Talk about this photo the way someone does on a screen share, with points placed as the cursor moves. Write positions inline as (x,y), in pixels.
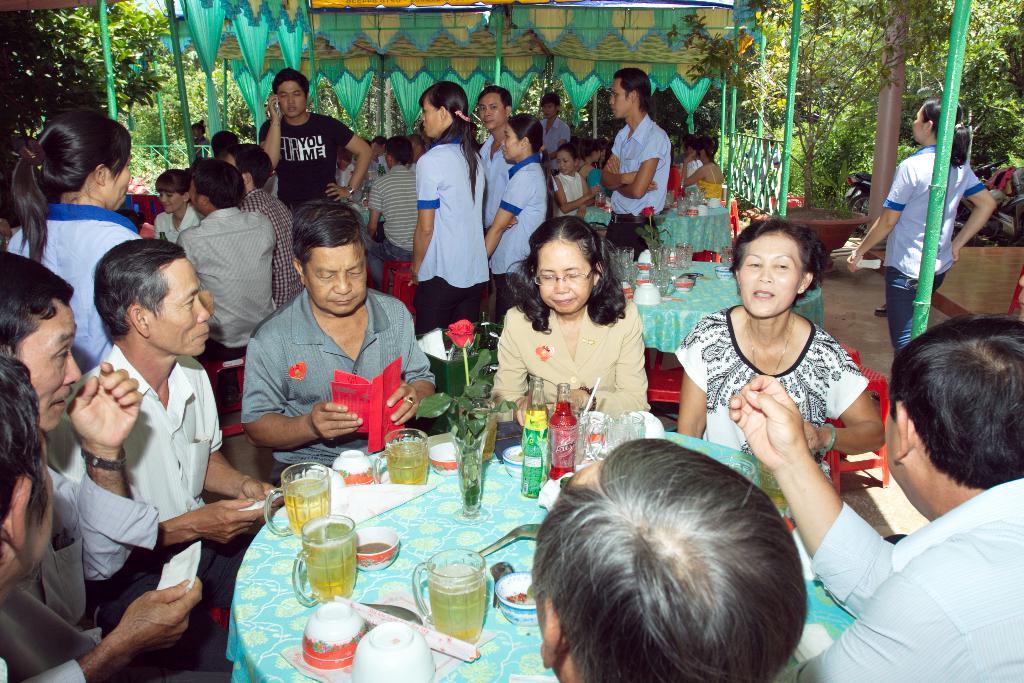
In this image I can see few people (539,332) are sitting on the chairs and few people (434,143) are standing. I can see few glasses (298,509), bowls (378,550) and few objects (307,670) on the tables (389,568). Back I can see few trees (919,57), tents (510,11) and fencing (756,160).
